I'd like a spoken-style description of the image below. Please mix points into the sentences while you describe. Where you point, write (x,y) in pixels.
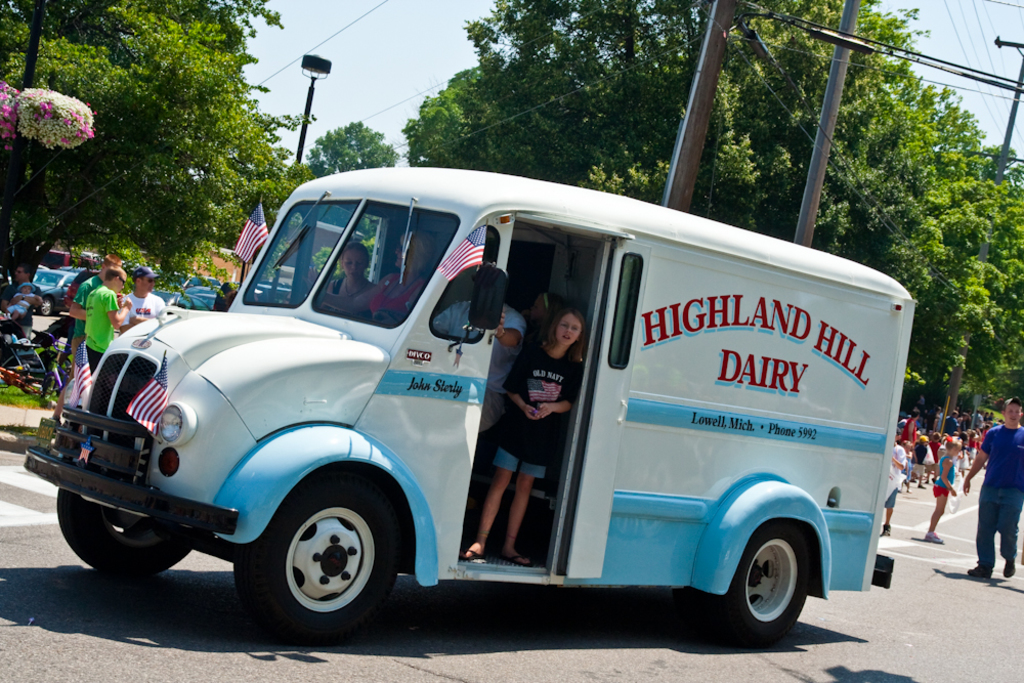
In the center of the picture (392,262) there is a truck (650,375) on the road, in the truck (639,358) there are people (510,354). In the background (484,114) there are trees (663,97), poles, cables (488,132), cars (65,300), people (121,273) and flowers (59,116). On the right (1006,550) there are people (979,455) on the road (974,500). It is sunny.
